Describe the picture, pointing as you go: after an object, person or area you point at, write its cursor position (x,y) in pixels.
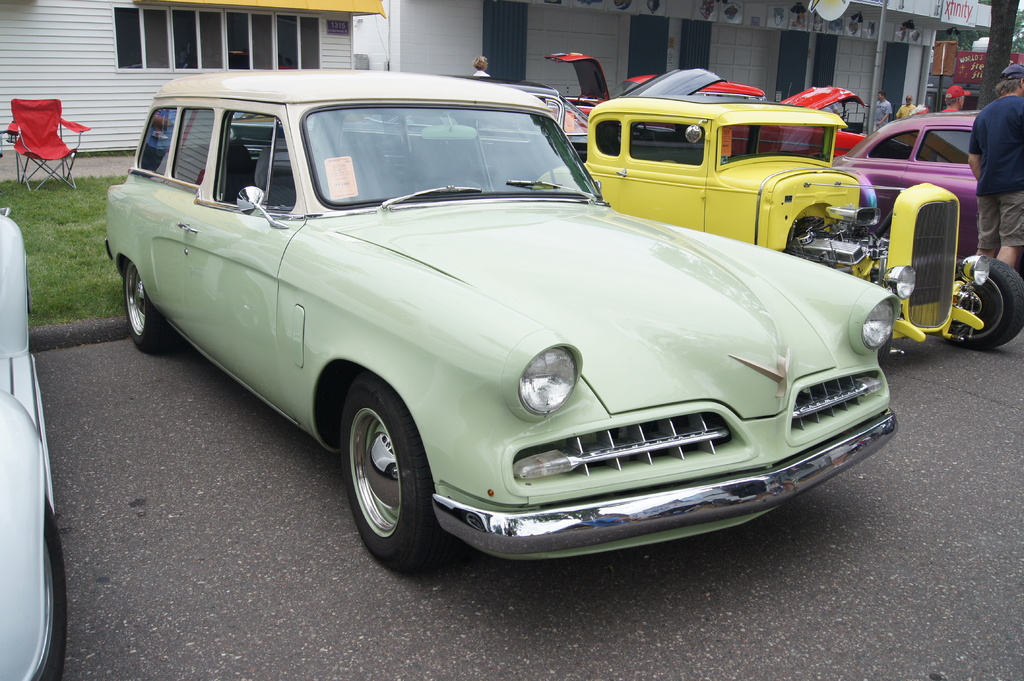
In this picture we can see the vehicles (519,526). At the top of the image (765,29) we can see the buildings (568,82), windows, door (724,50), pole (880,18), text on the wall (918,92), tree (999,13). On the left side of the image (49,109) we can see the grass (26,202) and a chair (34,134). In the background of the image (961,96) we can see some people (1020,209) are standing. At the bottom of the image (425,653) we can see the road (782,526).
